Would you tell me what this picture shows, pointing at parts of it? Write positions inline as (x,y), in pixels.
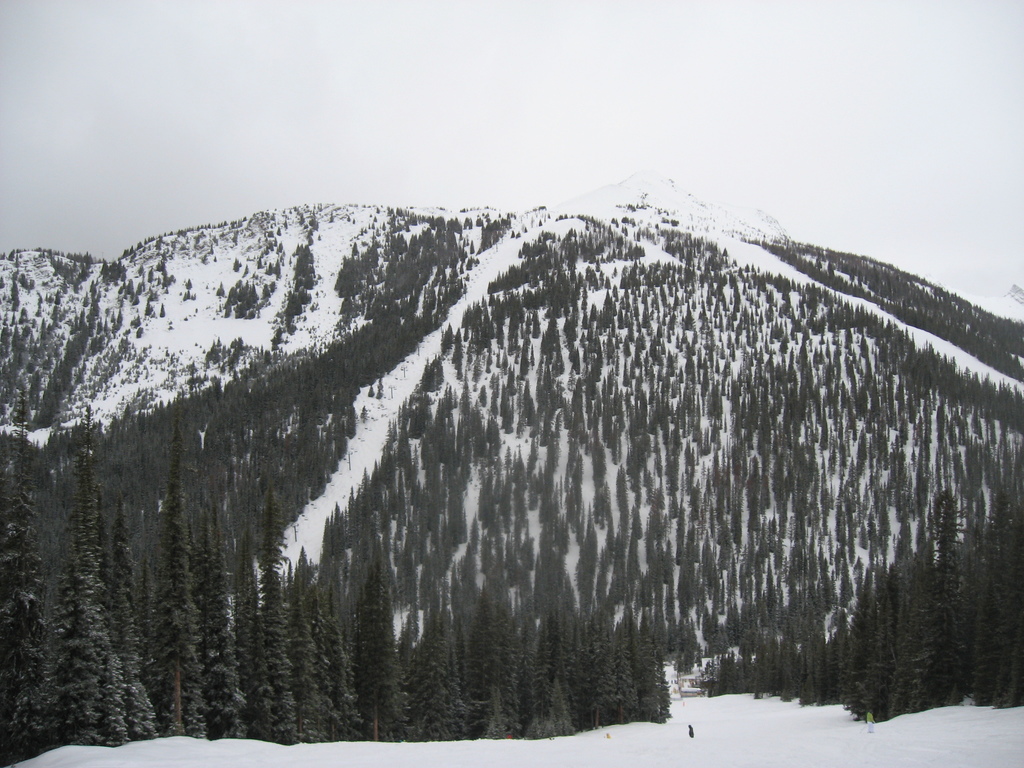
In this image we can see a mountain (607,428) with snow (691,751) and many trees (779,368) and the sky (968,199) in the background (618,118).
